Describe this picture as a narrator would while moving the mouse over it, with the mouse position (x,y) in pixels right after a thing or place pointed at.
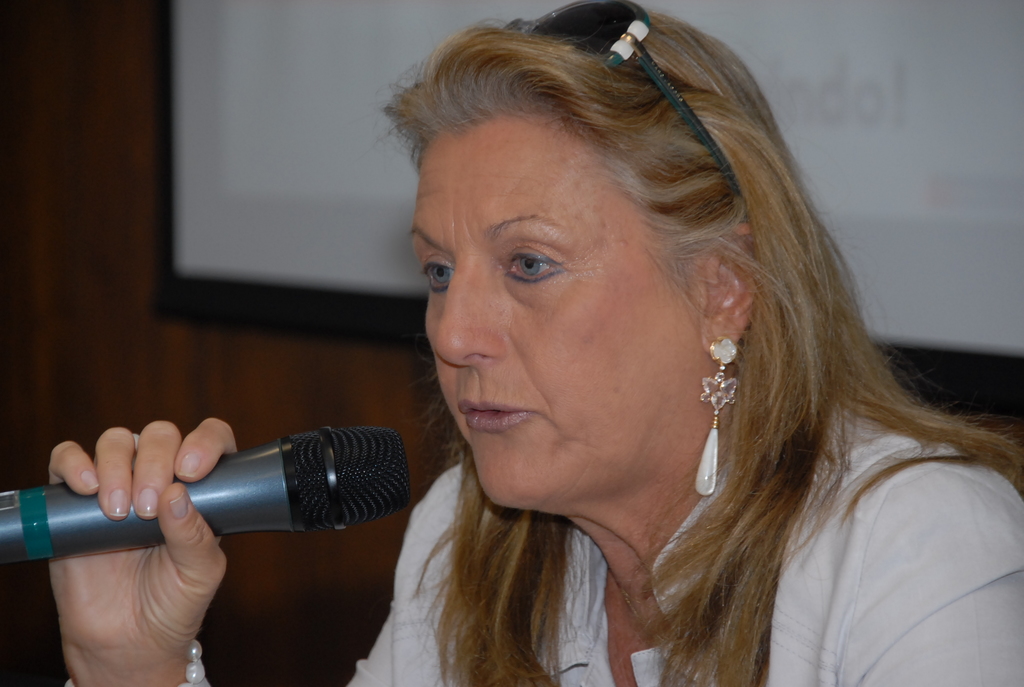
There is a woman (478,396) talking on the mike (402,451). In the background (303,73) we can see a screen (910,180) and a wall (100,377).
